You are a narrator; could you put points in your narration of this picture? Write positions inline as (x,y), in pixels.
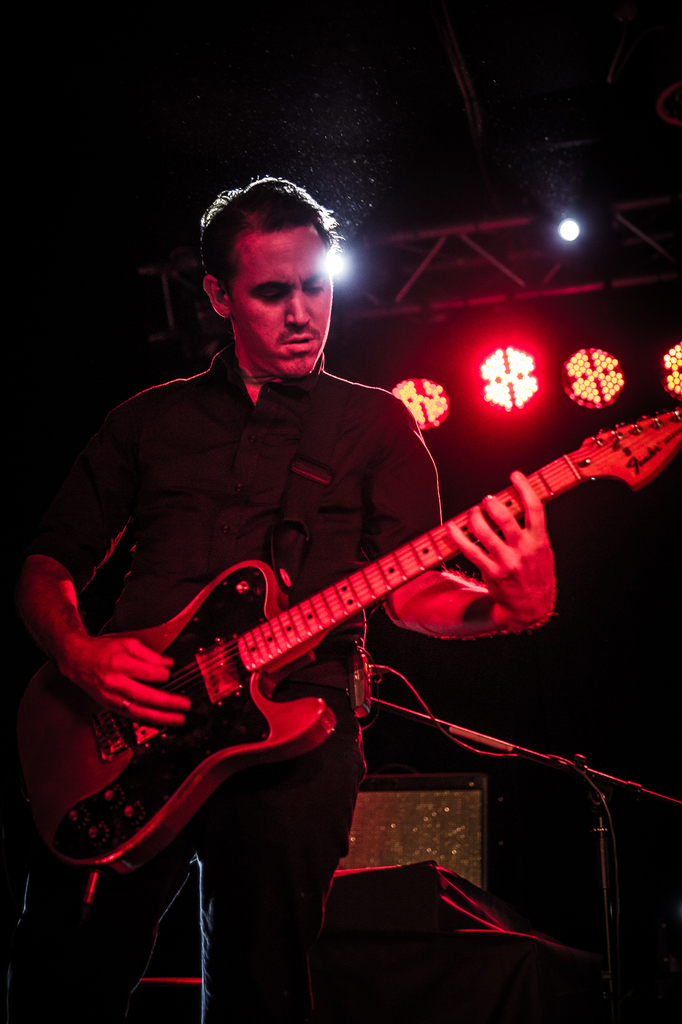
In this image there is a person (326,501) who is wearing a black shirt (322,454). He is playing guitar (243,668). On the top (501,341) we can see a red and Orange color lights (610,383). On the bottom (466,862) we can see a mic stand (532,758) and box (437,827).
